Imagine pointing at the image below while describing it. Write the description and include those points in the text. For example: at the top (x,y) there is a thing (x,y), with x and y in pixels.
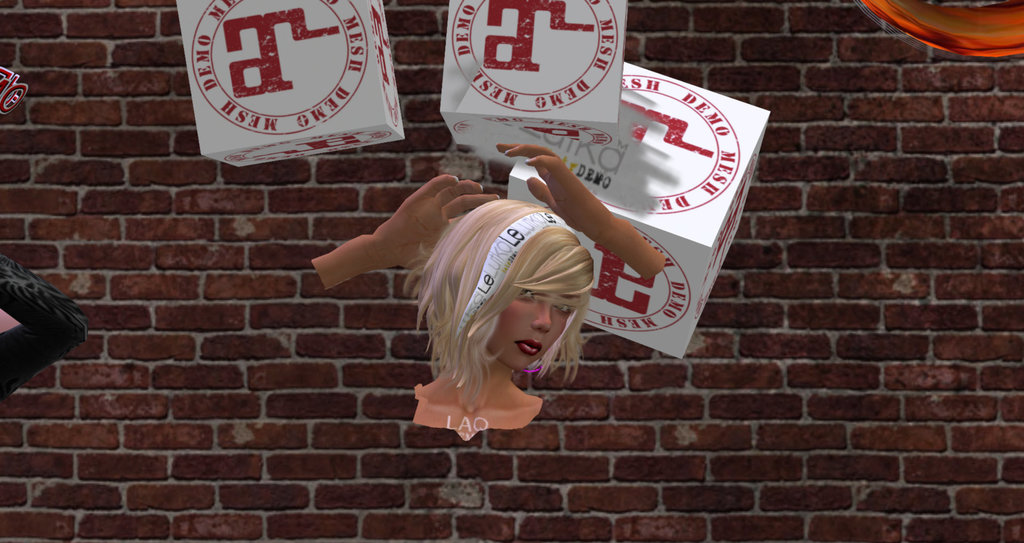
This image is an animated image. In the background (215,462) there is a brick wall (217,396). In the middle of the image (657,227) there are a few cubes (349,77) with a text (274,59) on them and there is a head (477,310) of a woman (464,338) and there are two hands (563,209).
